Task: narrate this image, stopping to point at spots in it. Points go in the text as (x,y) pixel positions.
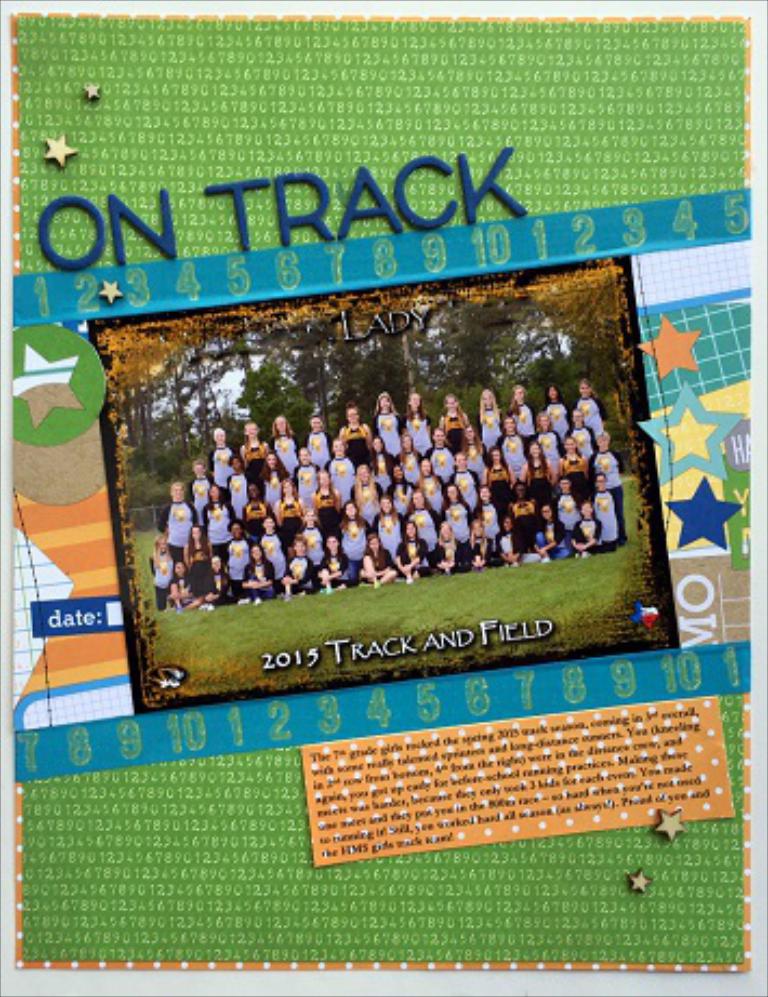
In this picture we can see a photo frame (632,502), there are some people (493,484) standing and sitting here, we can see grass (462,595) at the bottom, in the background (426,395) there are some trees (363,386), we can see some text (643,777) here.
